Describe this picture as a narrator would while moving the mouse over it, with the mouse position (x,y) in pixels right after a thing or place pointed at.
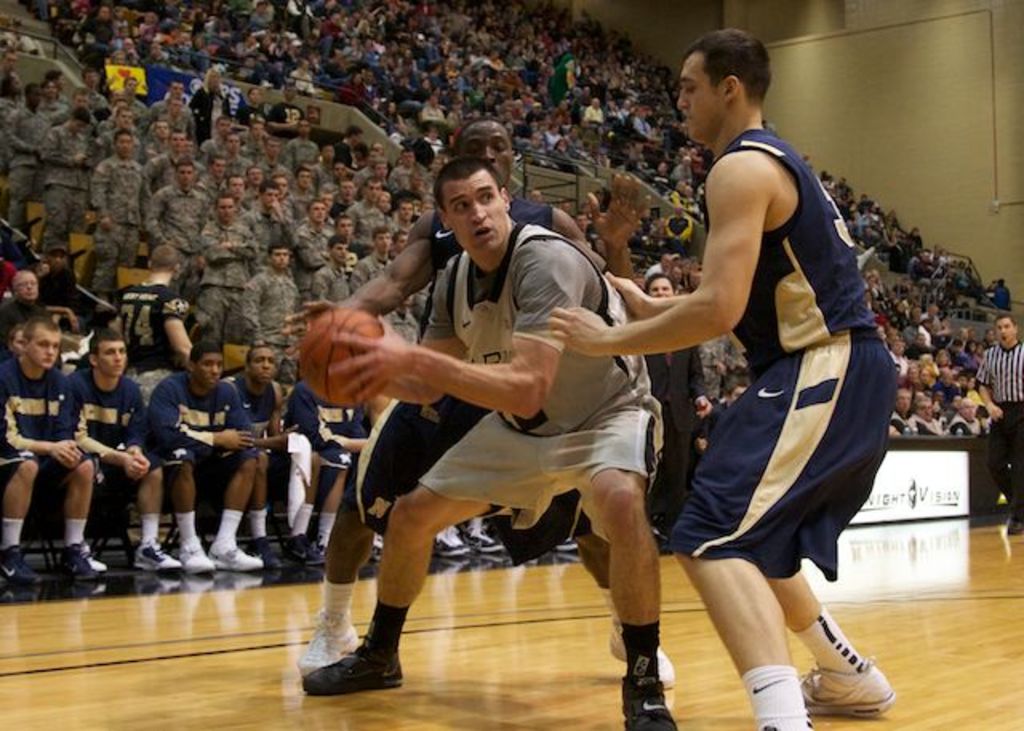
In this picture we can see three persons (566,331) are playing basketball game, in the background (588,52) there are some people (408,52) sitting and some people (377,186) are standing, on the right side (938,106) there is a wall (971,101), a man (558,256) in the middle (538,336) is holding a ball (351,353).
